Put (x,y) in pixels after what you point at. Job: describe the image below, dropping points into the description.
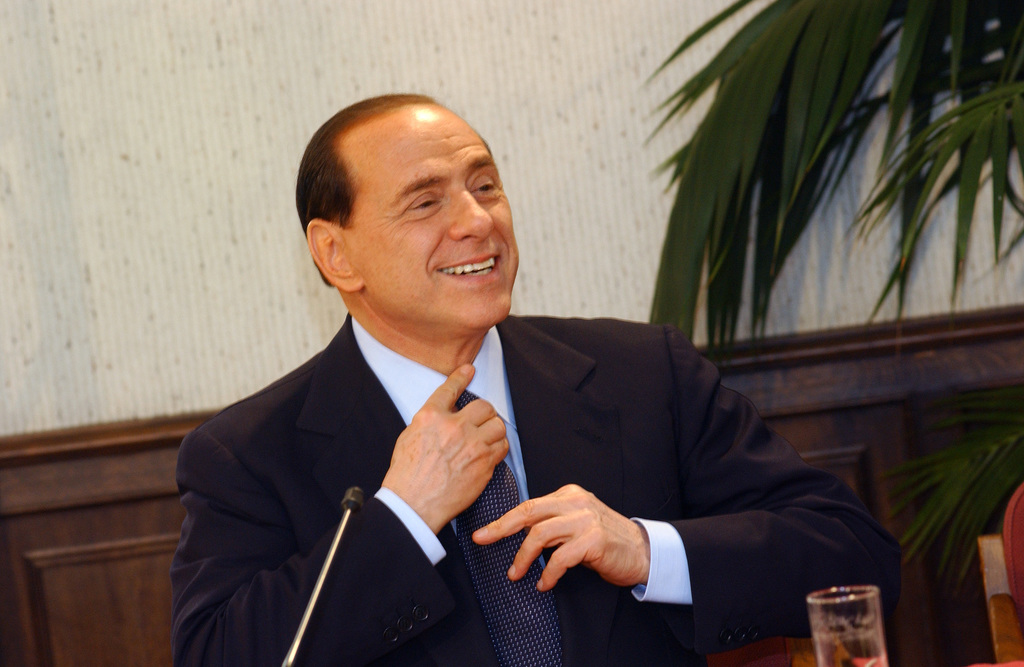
In the foreground of this picture (425,387), there is a man (445,493) in black coat (594,431) touching his tie (483,505) and in front of him there is a mic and glass (840,655). In the background (584,121), there is a wall (171,257) and a tree (812,114).
